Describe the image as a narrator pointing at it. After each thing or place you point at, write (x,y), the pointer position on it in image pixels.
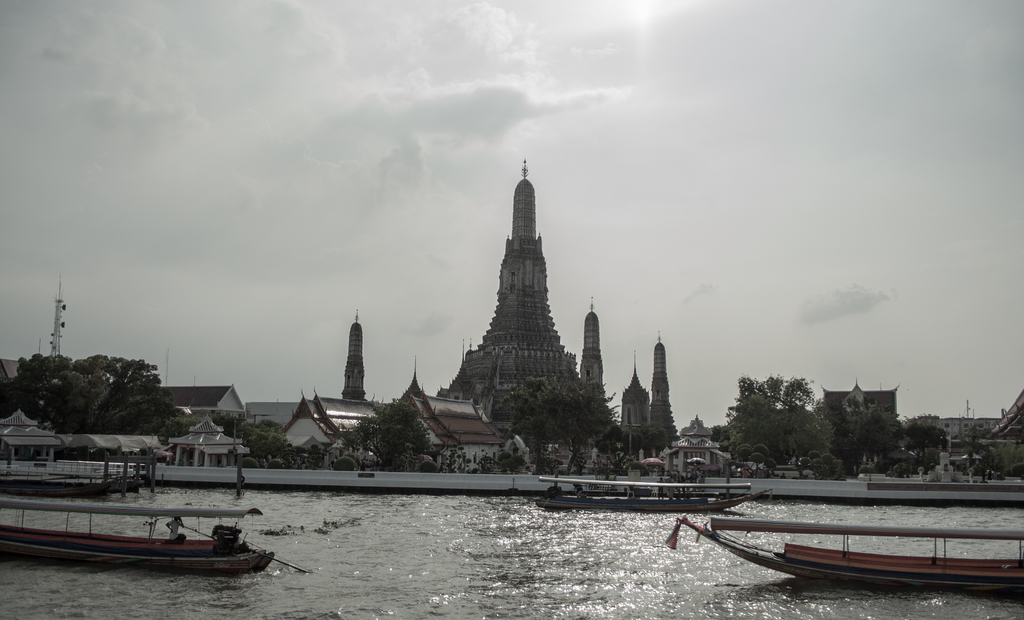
In the image we can see in front (514,608) there is a water (372,529) in which there are boat (150,549) standing and there is a man (175,531) in the boat (195,532). Behind there are lot of trees (555,390) and buildings (223,388).
